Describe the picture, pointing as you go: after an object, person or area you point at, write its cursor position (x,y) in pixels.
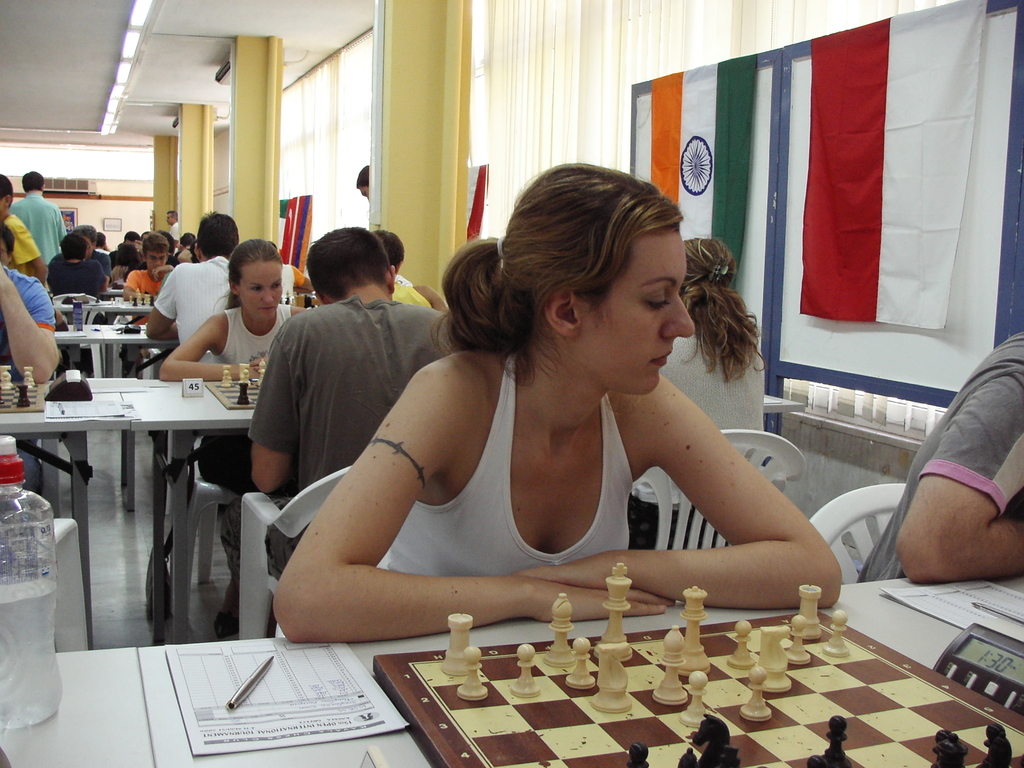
This image is taken inside a room (133,344). In this image there are many people (250,316) sitting on the chairs (883,507) and placing their hands (325,616) on the table (134,752). In the bottom of the image (10,753) there is a table (81,714) and on top of that there is a chess board (459,716) with chess coins (964,745) on it, stopwatch (973,688), papers (299,720) and pens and water bottle (27,619) with water (33,708) on it. In the right side of the image (780,558) a woman (800,518) is sitting on the chair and there are two flags (819,195) on the board (982,235). In the background (578,137) there are walls (153,194), pillars (272,167) and curtains (533,152). At the top of the image (136,70) there is a ceiling (196,68).
